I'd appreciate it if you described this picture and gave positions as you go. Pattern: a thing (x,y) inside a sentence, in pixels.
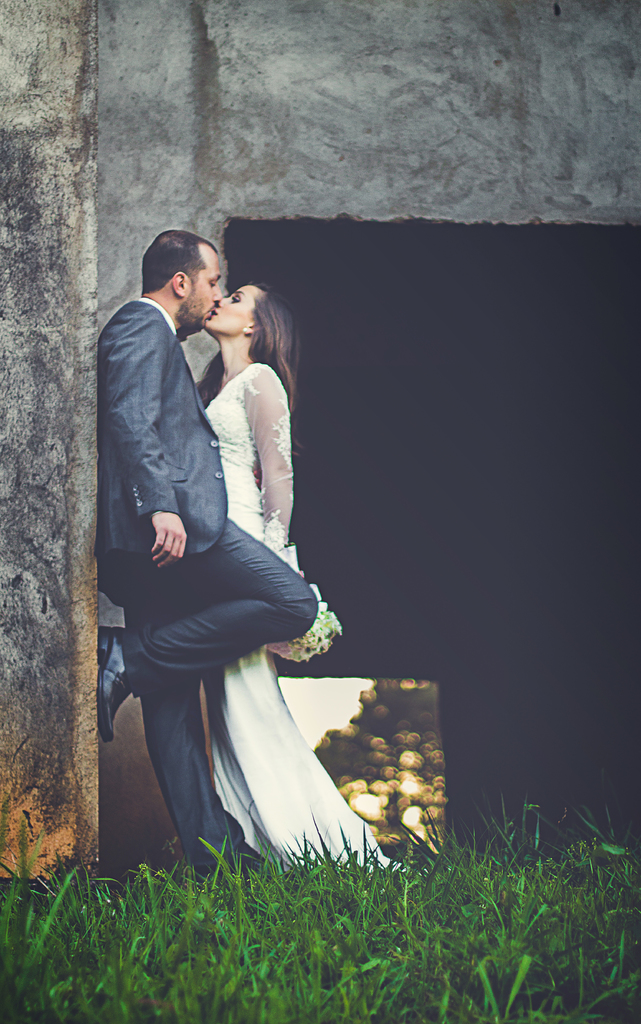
As we can see in the image there is grass (288,961), wall (240,176) and two people (145,466). The woman (243,471) over here is wearing white color dress (239,480) and the man (181,479) is wearing blue color jacket (106,494).
